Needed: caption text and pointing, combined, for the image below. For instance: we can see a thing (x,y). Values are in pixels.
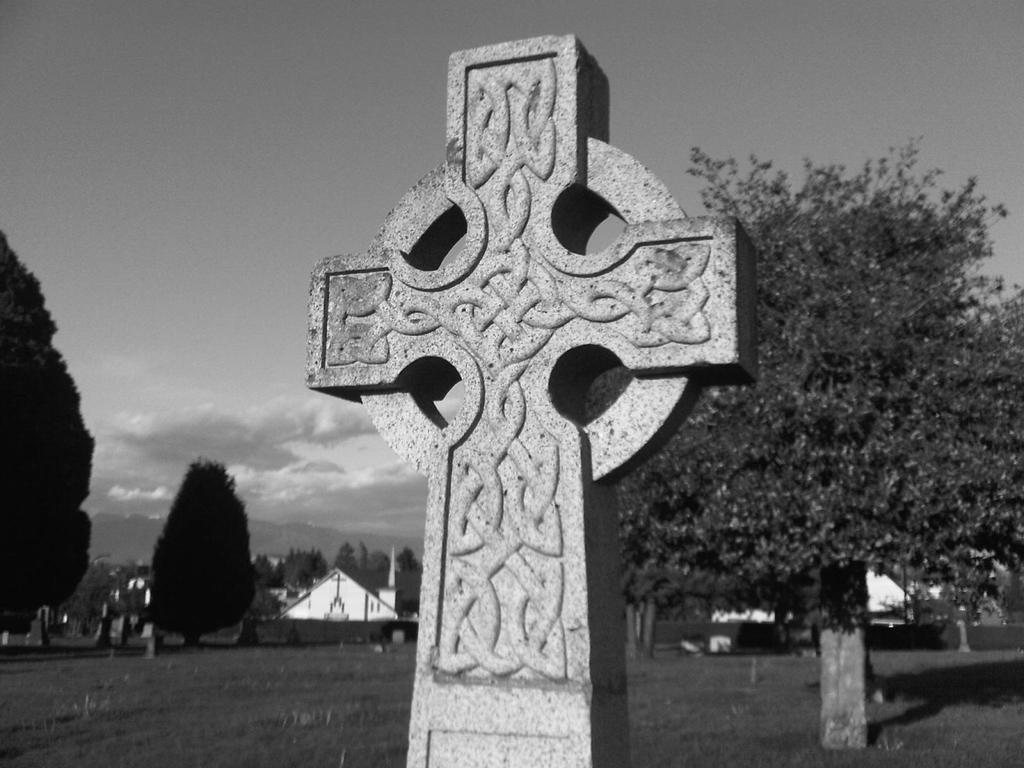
This image is taken outdoors. This image is a black and white image. At the top of the image (94,206) there is the sky (127,281) with clouds (187,433). In the background (240,601) there are a few houses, trees (210,591) and plants (198,597). There is a church (391,598). At the bottom of the image (209,714) there is a ground (738,711). In the middle of the image (478,284) there is a cross symbol (484,172).
